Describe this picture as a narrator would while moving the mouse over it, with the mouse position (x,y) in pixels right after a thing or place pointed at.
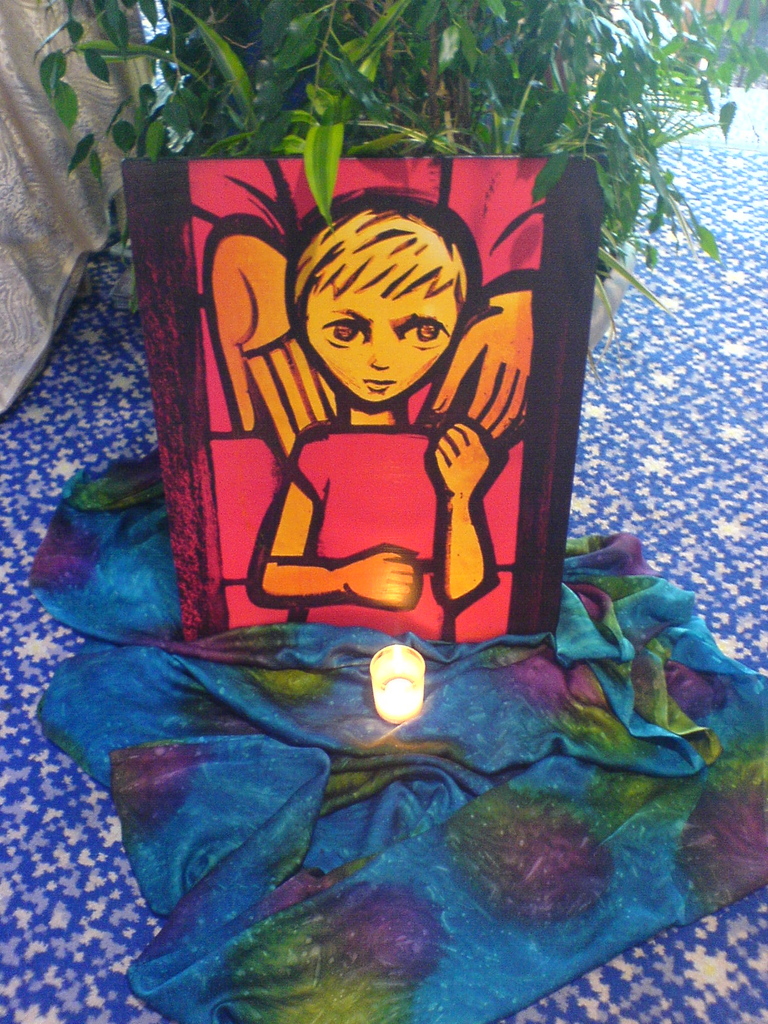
In the middle of the picture (457,471), we see the board (291,325) which is painted with pink, yellow and black color. Behind that, we see the plant (554,111). At the bottom (376,729), we see the cloth (418,802) in blue color and we even see the blue carpet (82,794). In the left top (12,329), we see the curtain (83,256) in white color.
